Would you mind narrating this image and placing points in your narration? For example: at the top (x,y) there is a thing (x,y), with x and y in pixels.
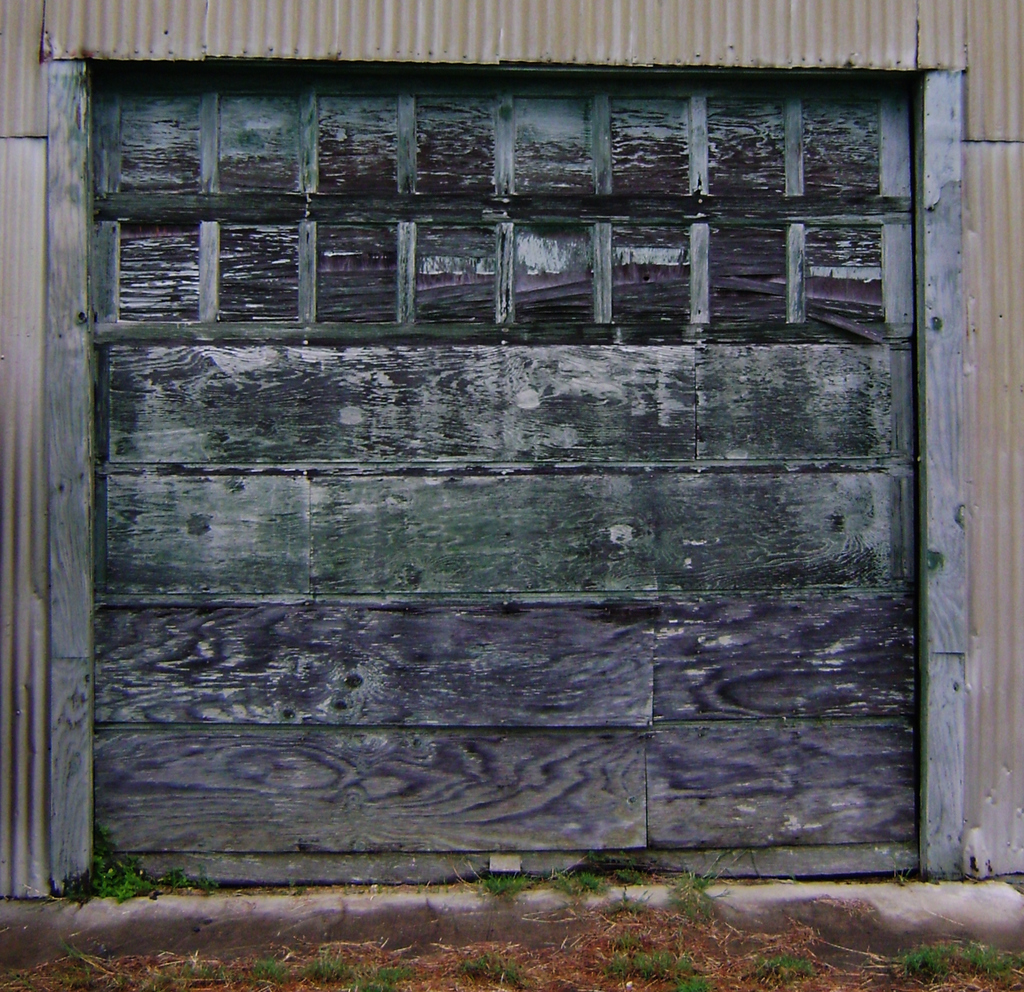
In this image in the center (468,359) there is a wooden wall (771,355) and on the right side (955,389), and left side (79,159) there are wooden sticks (67,196) and in the background (1002,92) there is a wall (1020,179). At the bottom (582,949) there is grass (810,953) and walkway (203,912).
